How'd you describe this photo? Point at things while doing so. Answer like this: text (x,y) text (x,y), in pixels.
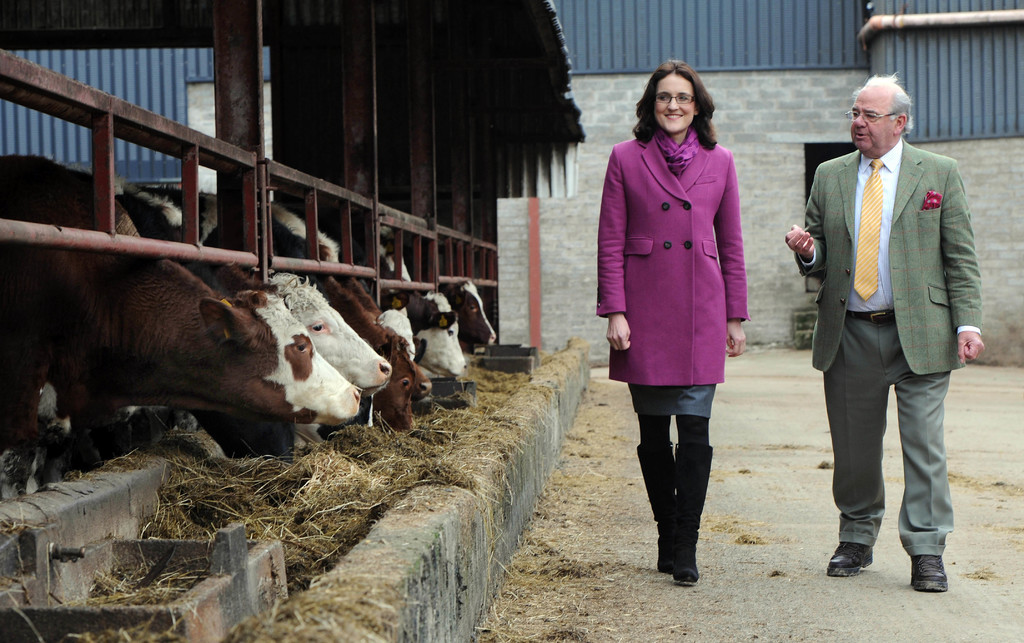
In this image we can see a man (828,200) and a woman (661,179). We can also see the animals (386,239). dried grass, pillars (378,227), railing (241,158) and also the roof (504,24) for shelter. We can also see the building wall (989,166) in the background (977,124). We can see the path (803,564).
